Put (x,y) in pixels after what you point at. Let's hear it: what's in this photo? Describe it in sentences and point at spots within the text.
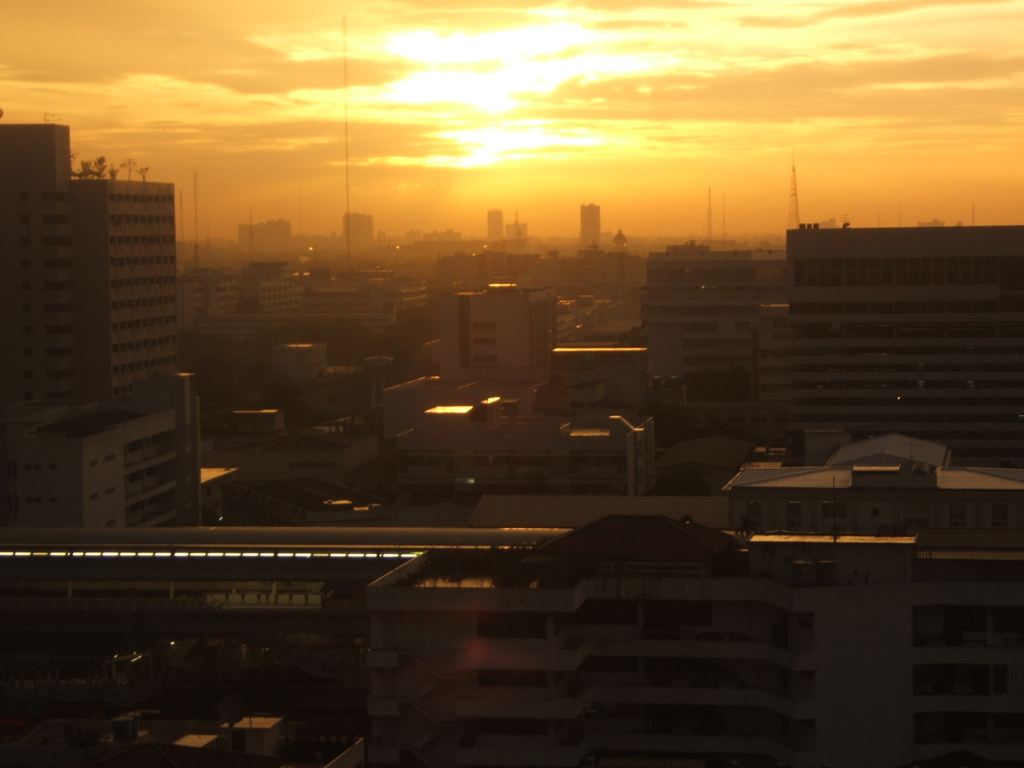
In the center of the image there is a train (320,581). In the background of the image (583,402) there are buildings (473,322), sun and sky (307,115).
